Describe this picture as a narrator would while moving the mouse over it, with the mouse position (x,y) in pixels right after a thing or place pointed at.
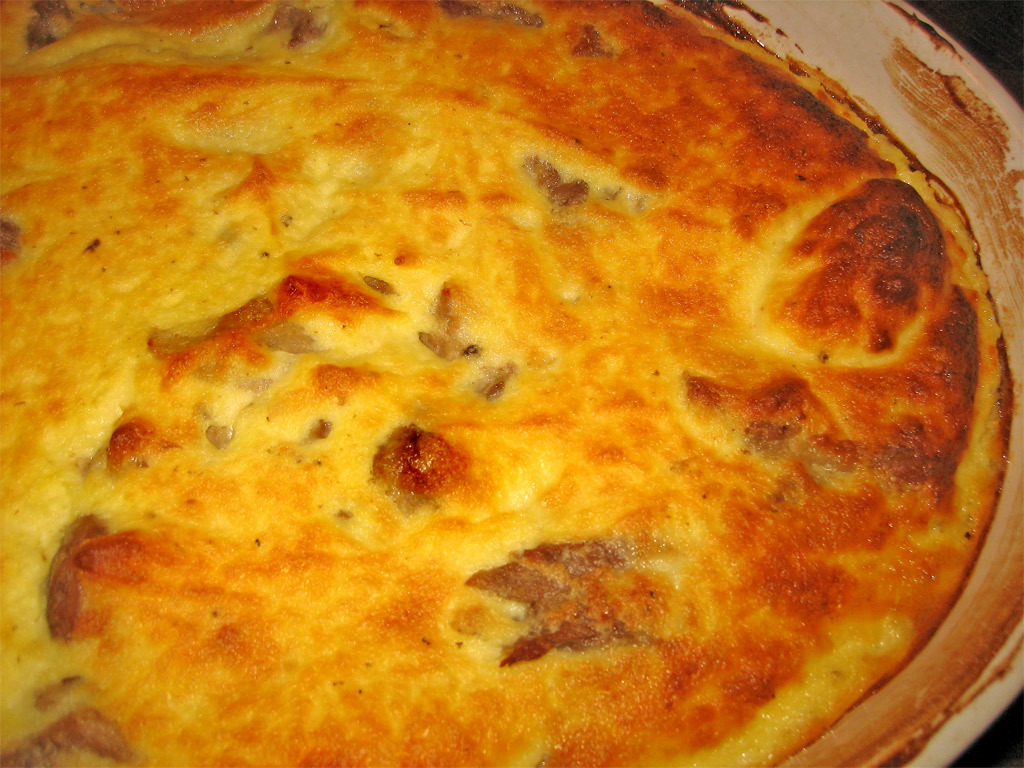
In this picture I can see there is some food (620,547) placed in a baking dish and it has few meat pieces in it.
